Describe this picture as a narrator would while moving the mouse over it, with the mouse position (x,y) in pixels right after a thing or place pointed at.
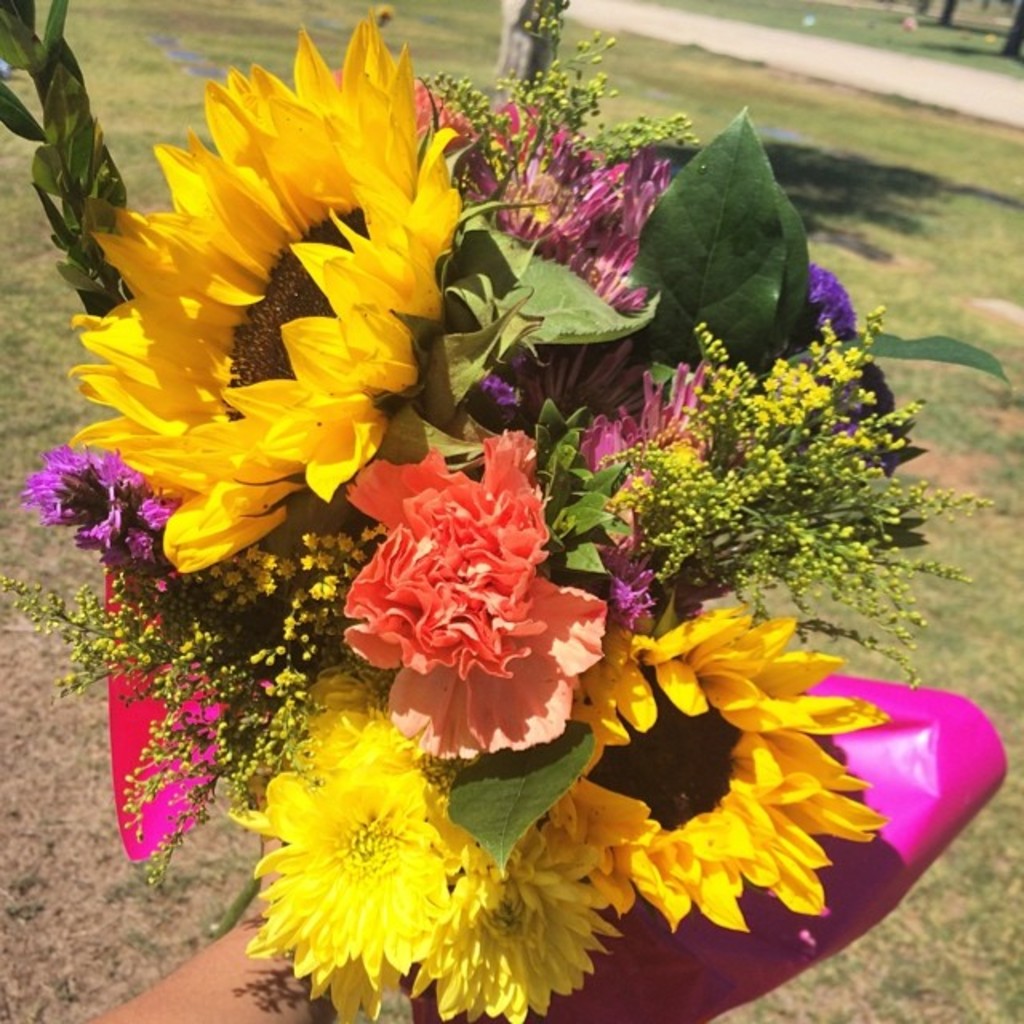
In this picture we can see a person (218,994) holding a bouquet (472,432). At the bottom (15,819) there is grass (234,58). The background (217,4) is blurred.
